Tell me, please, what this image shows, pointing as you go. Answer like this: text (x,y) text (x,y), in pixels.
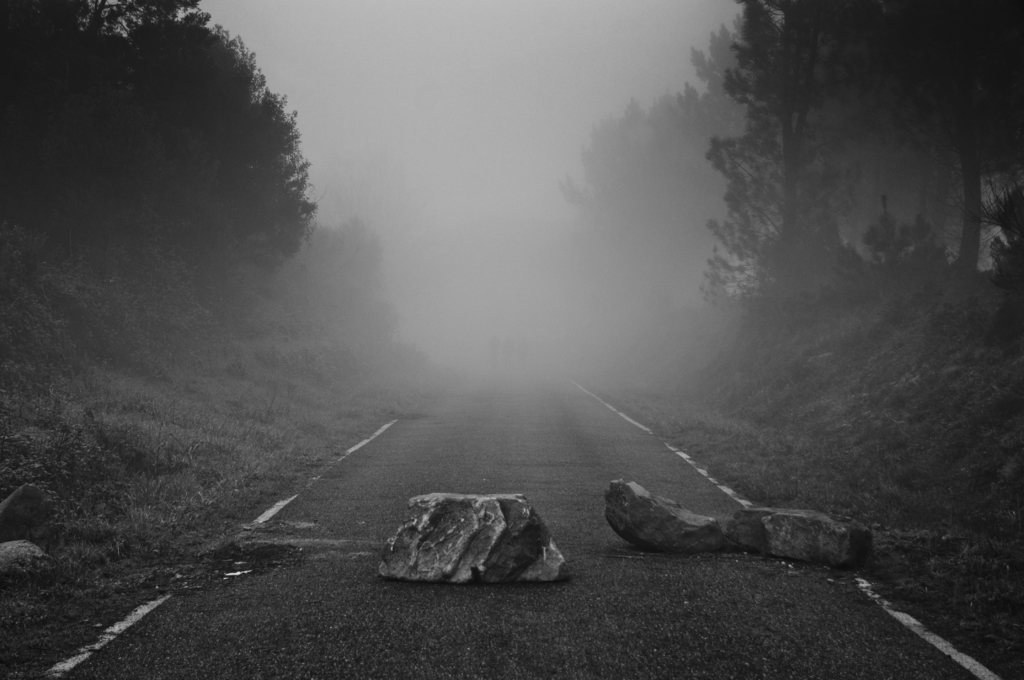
In this image in the front (553,504) there are stones (736,517) on the road (581,507). In the background (393,296) there are trees (886,256) and there is fog (496,261).
